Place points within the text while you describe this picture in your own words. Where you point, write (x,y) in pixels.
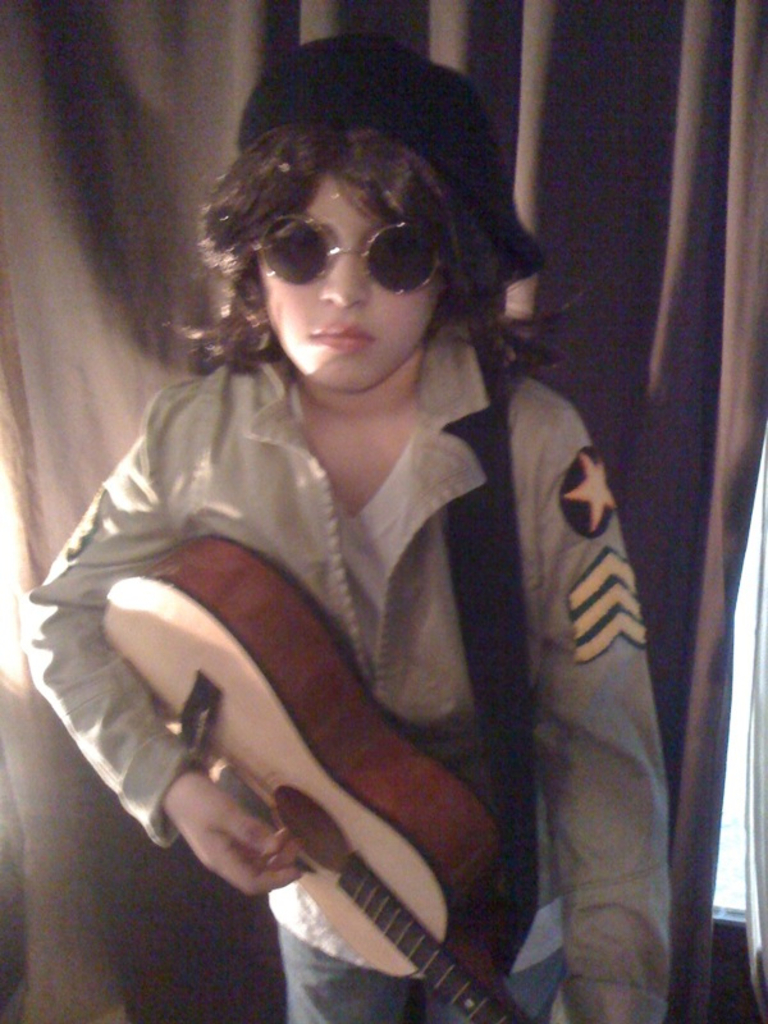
In this picture we can see a person (366,357) standing and he is playing a guitar (350,812).
